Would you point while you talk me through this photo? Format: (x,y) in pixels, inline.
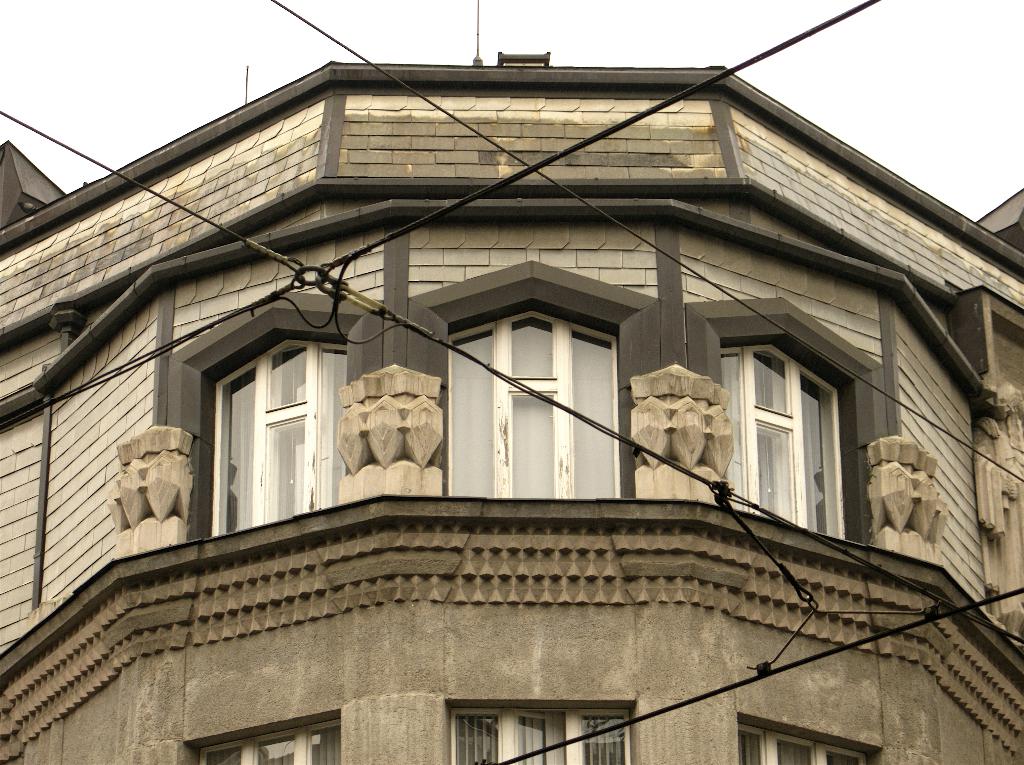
In the center of the image (473,318) there is a building (534,432). In the background (627,28) we can see sky (382,28).
